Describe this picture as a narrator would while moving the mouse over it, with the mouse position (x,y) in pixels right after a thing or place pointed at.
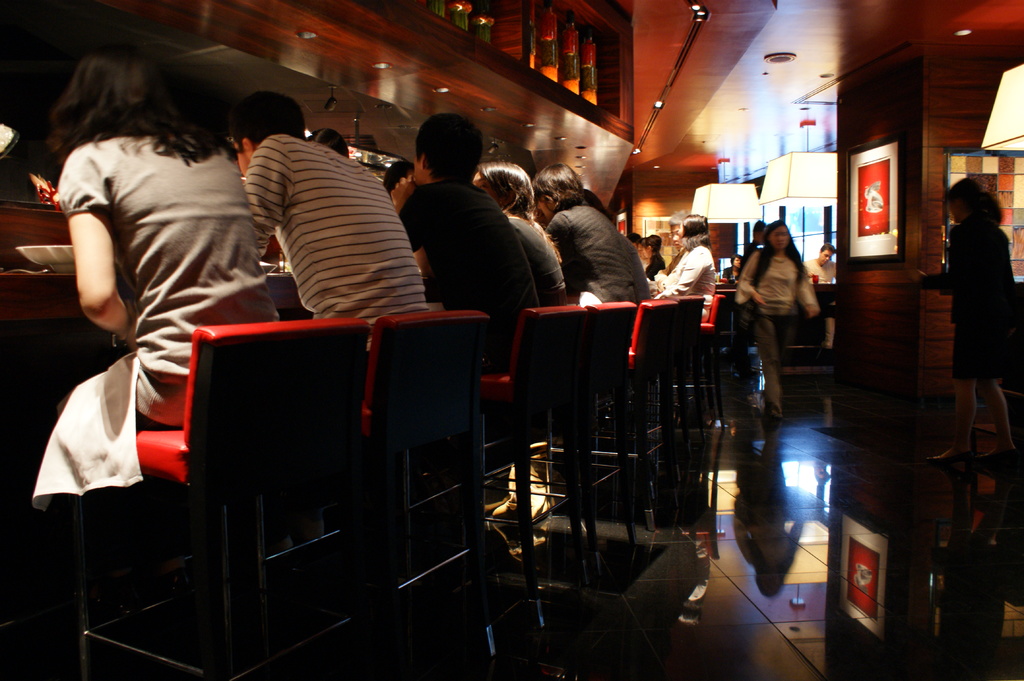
In the foreground of this image (669,594), there is a floor (683,655) and few people (339,279) sitting on the chairs (152,442) in front of a desk (35,290) on which there are platters (263,264) and a spoon (45,270). In the background (818,176), there are frames (866,247), few lights (771,172), ceiling (670,155) and few people (954,372) walking on the floor (881,456).
